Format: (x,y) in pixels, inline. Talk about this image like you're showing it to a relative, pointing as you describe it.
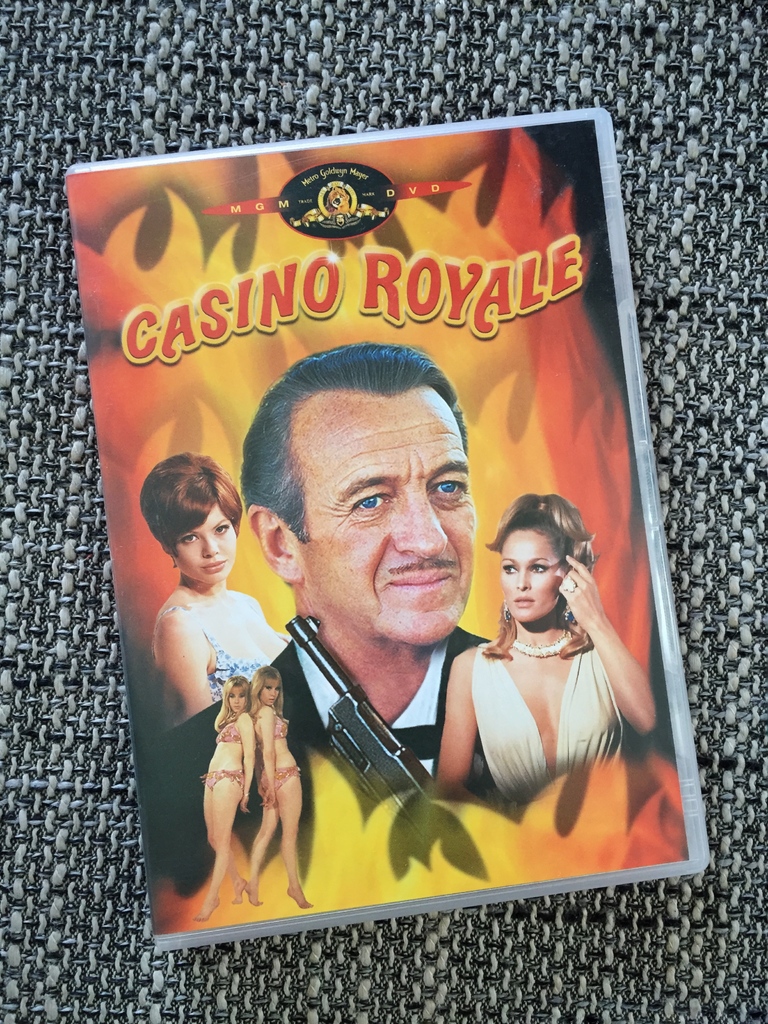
It's a poster (295,785), in this a man (386,565) is there, beautiful women pictures (511,521) are there in it.
